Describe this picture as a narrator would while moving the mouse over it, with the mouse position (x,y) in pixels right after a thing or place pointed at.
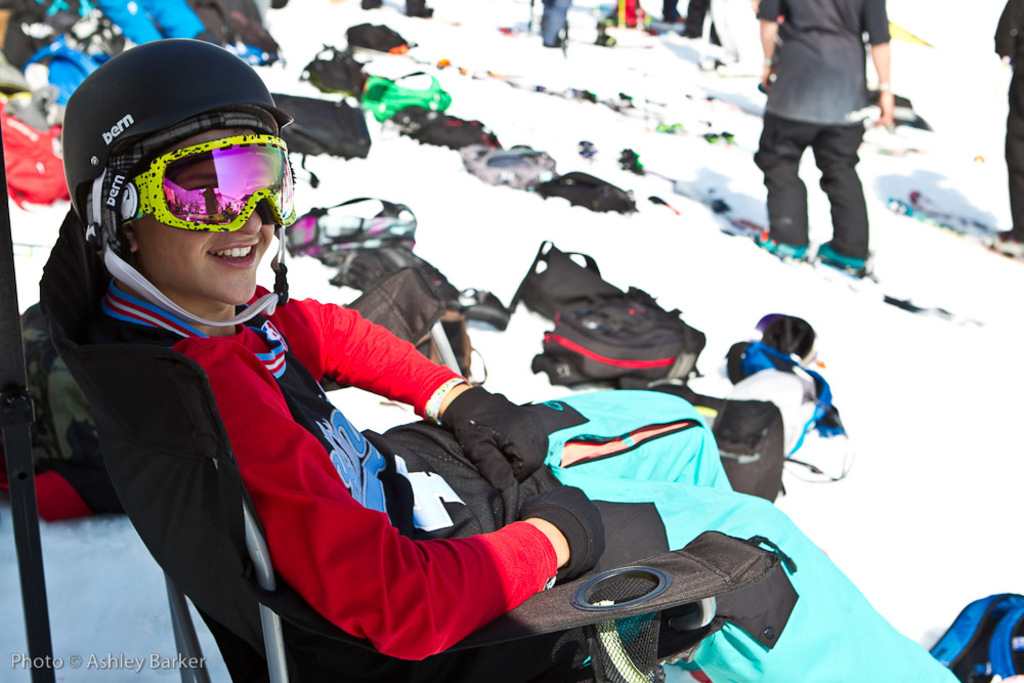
There is a woman (280,378) sitting on the chair (651,589). This is snow (940,519). Here we can see bags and few persons (834,251).
